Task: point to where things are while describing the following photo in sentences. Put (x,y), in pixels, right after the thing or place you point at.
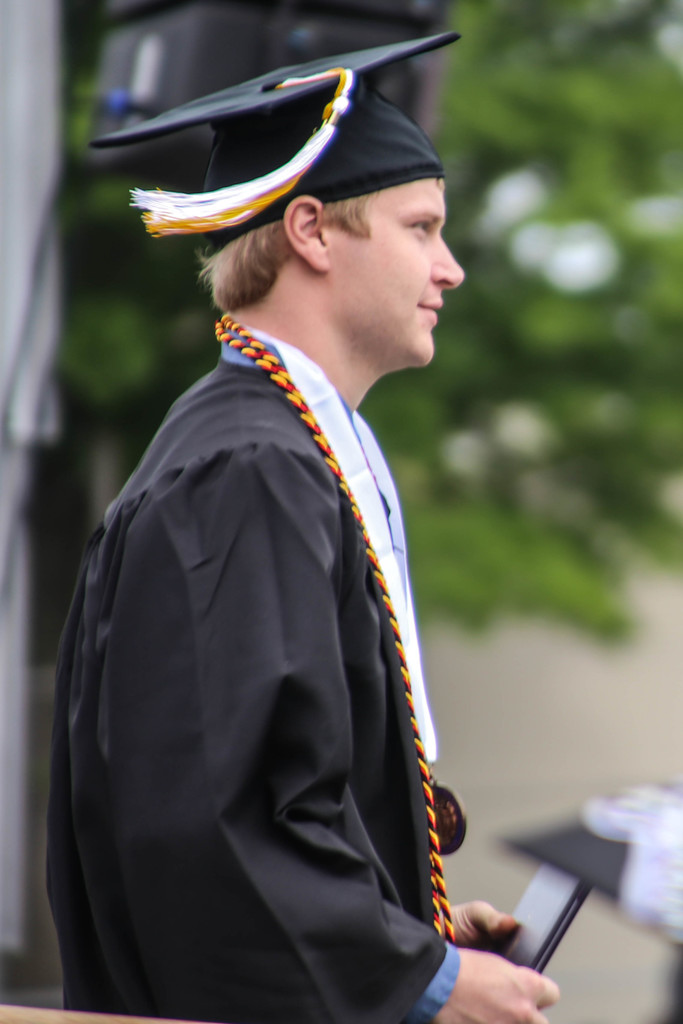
In this picture we can see a man (337,261) wore a cap (198,199) and smiling and in the background (451,546) we can see some objects (39,212), trees (545,319) and it is blurry.
